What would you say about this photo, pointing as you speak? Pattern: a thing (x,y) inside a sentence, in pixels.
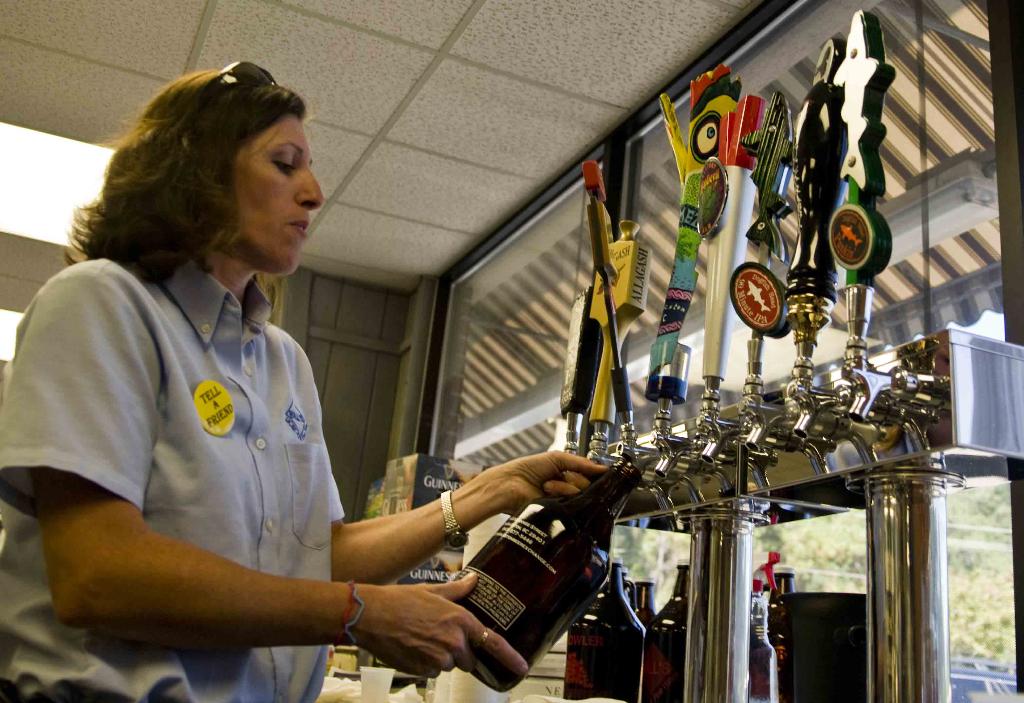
In this picture I can see a woman (311,491) standing and holding bottle (570,518), in front (767,434) I can see some taps (665,475) to the tank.
